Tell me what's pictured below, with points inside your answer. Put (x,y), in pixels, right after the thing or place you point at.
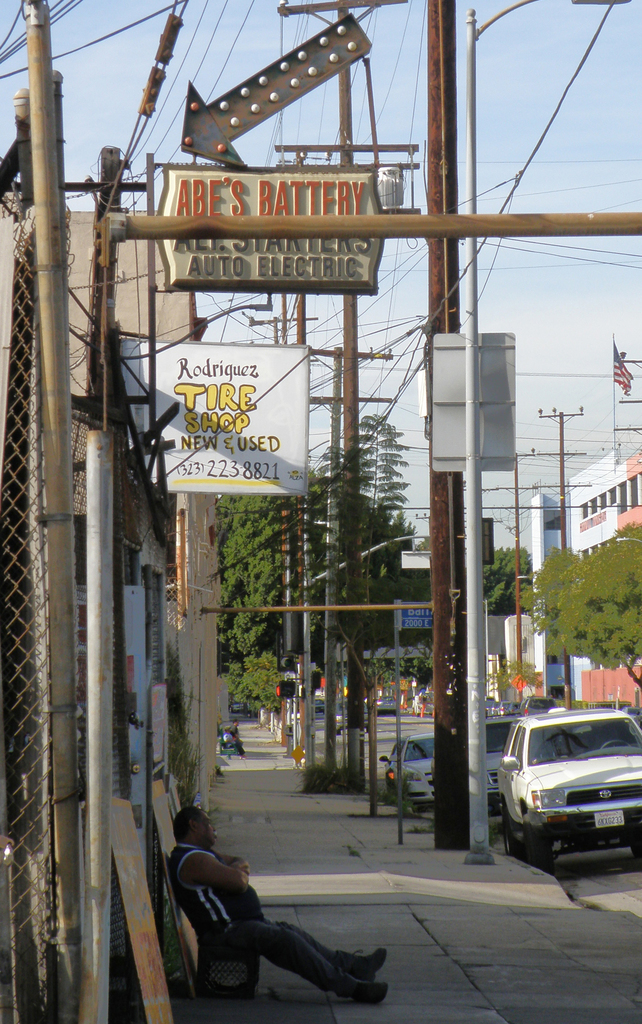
In this image we can see the poles (449,646), wires (82,49), hoarding (300,185), board (231,369), fence (12,621) and also a person (231,938) sitting on an object (248,976) which is on the path (408,926). We can also see the trees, grass (321,777) and also the buildings (542,537). We can see the cars (528,722) parked on the road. Image also consists of a flag (625,388) and also the sky (109,65) in the background (488,320).
